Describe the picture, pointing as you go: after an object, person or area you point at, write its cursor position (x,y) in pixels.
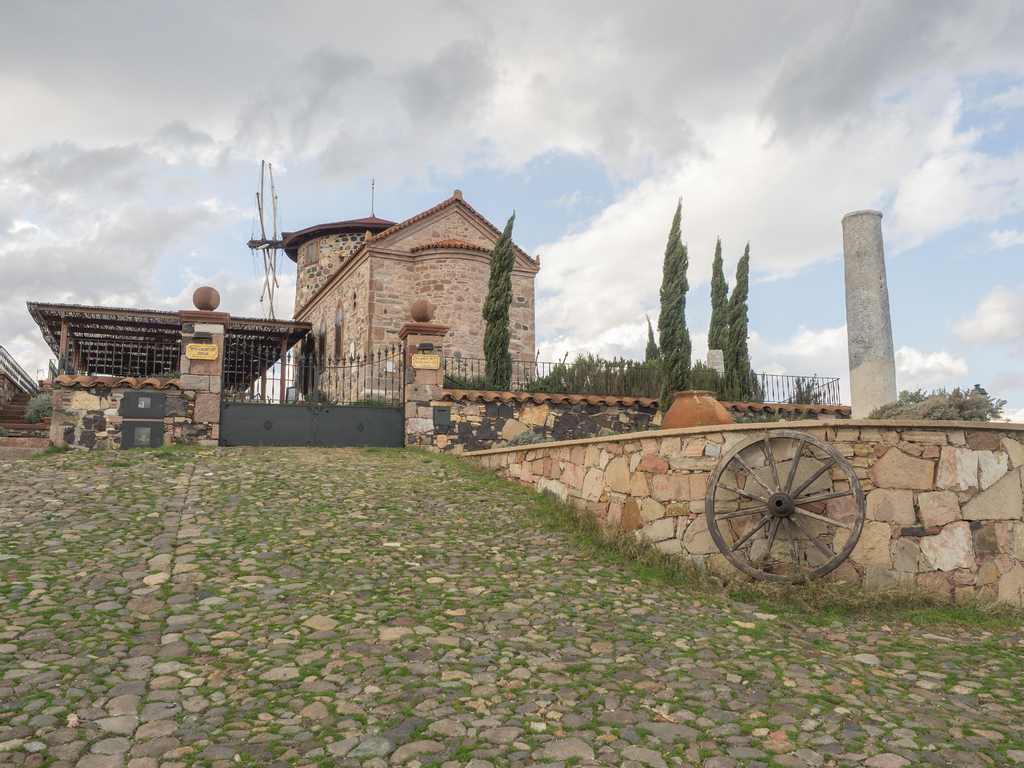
In the background of the image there is a house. There is a shed (122,314), trees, gate (398,417). At the top of the image (414,40) there is sky (426,89) with clouds (665,130). There is a tower (843,241). To the right side of the image (883,460) there is a wall (885,492) with a wheel (797,472) on it. At the bottom of the image (699,681) there are stones (126,692) and grass (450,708).
